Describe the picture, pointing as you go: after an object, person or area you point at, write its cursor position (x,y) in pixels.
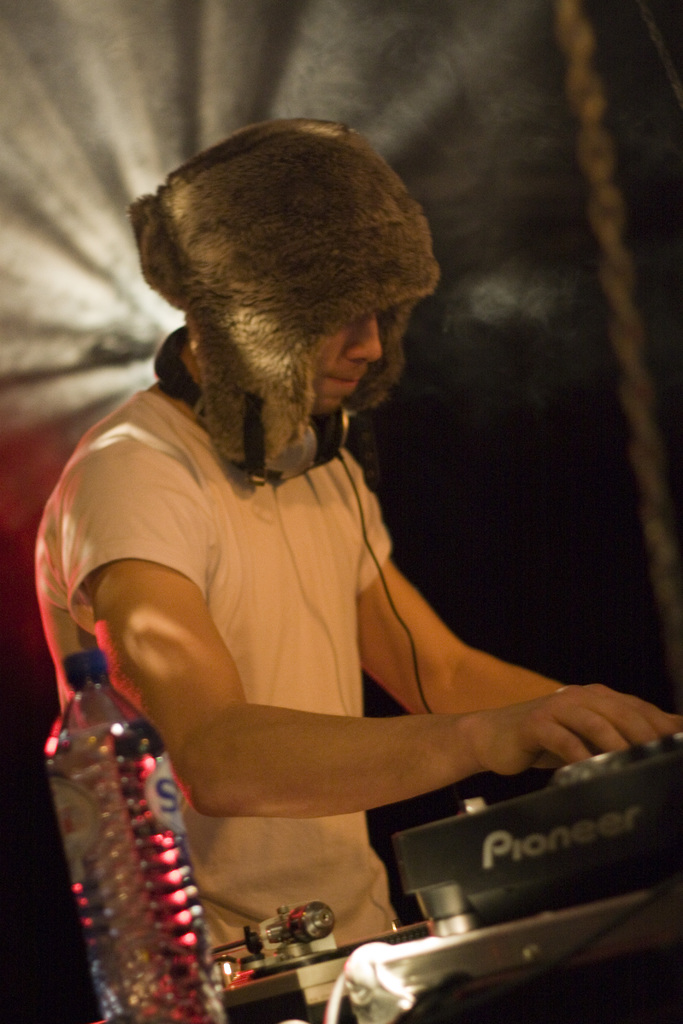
In this image we can see a person (301,645) wearing cap (308,291). He is having headset (312,462) on the neck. In front of him there is a DJ controller (481,903). Also there is a bottle (108,878).
